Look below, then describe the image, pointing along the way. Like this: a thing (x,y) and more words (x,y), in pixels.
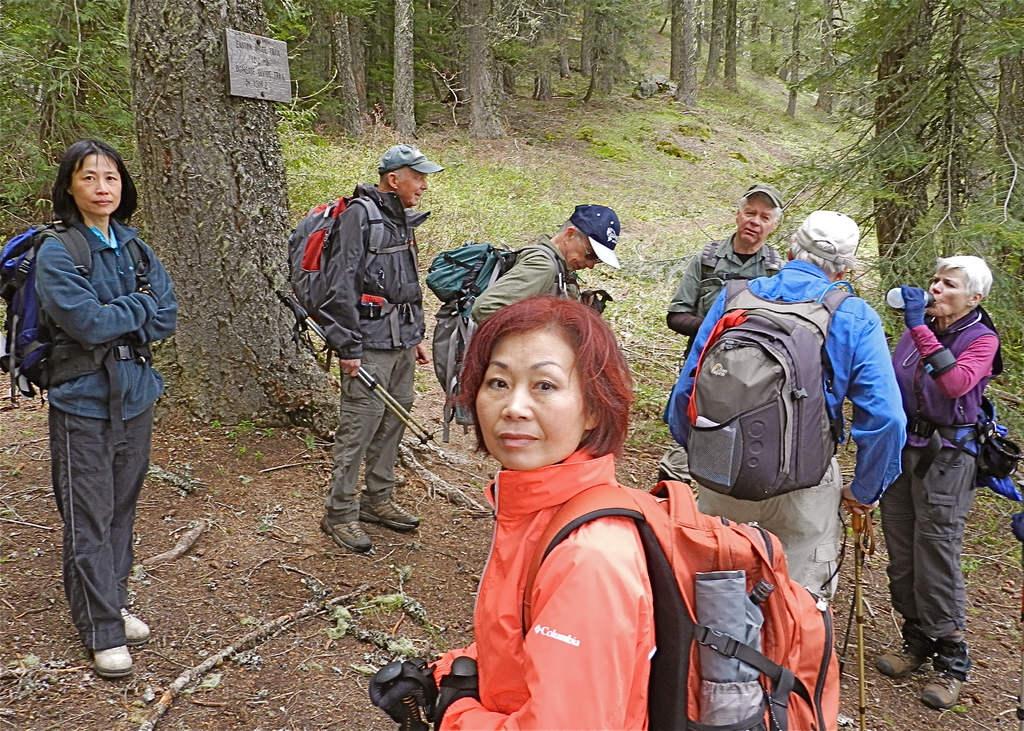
This image is clicked in a forest (575,140) In the middle (570,410) there is a woman (570,561) she wear red jacket (543,590) and bag (688,576) her hair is short. On the left (79,444) there is a woman (107,396) she wear blue jacket (66,299), trouser (84,432) and bag (46,358). In the background (921,354) there are five people (710,315) and many trees (265,122).
